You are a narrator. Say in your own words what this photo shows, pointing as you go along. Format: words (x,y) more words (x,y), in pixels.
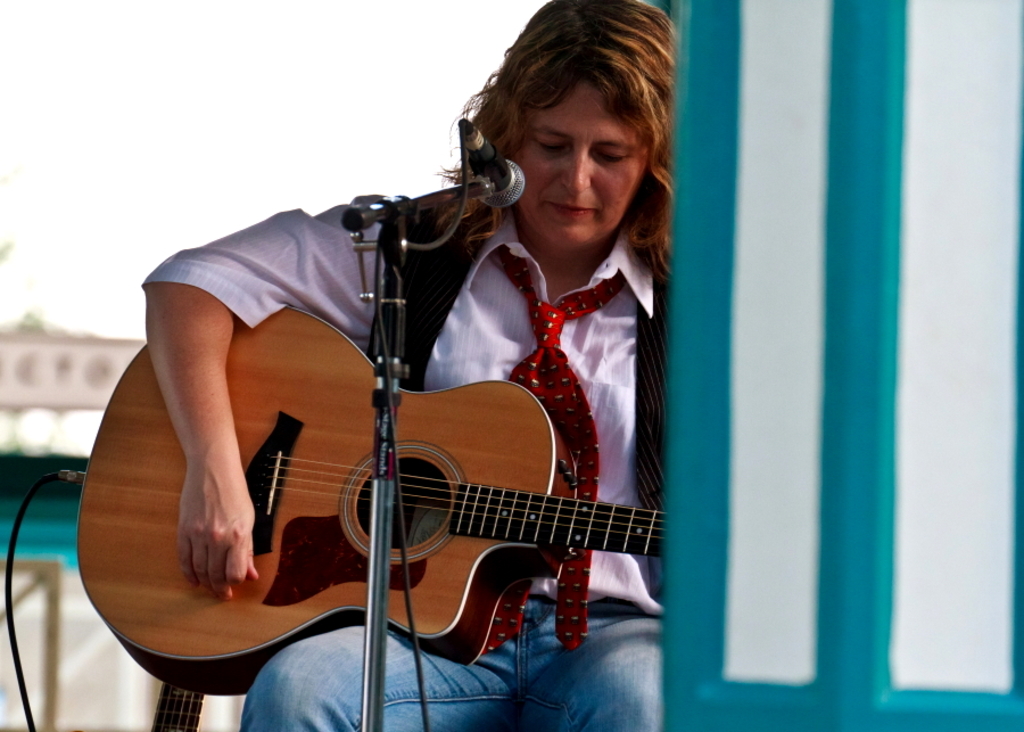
In this picture we can see a person (568,346) who is sitting on the chair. She is playing guitar (463,524) and this is mike (493,179).
